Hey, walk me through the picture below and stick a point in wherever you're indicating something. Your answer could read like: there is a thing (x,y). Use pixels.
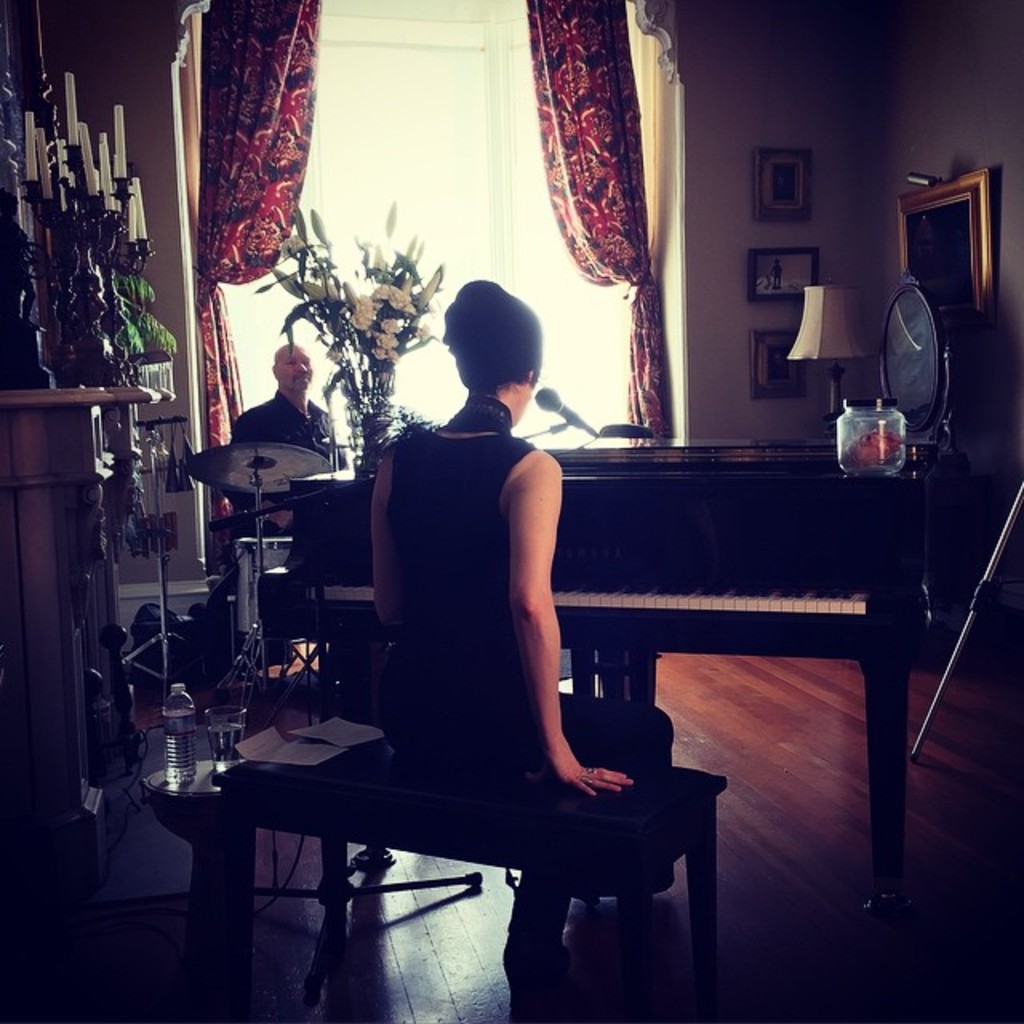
Here is the woman (450,774) sitting on the stool (544,809). This is a piano (738,568). I can see a flower vase (386,378) and a jar (855,448) placed on the piano (690,450). Here is another man (315,445) sitting. This is a water bottle (183,749) and glass (230,763) on a small table (178,805). These are the papers (294,763). This looks like a candles (41,143) with a candles stand (67,226). These are the curtains (581,86) hanging. This is a mirror (922,434). These are the frames (783,178) attached to the wall (891,191). This is the lamp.
